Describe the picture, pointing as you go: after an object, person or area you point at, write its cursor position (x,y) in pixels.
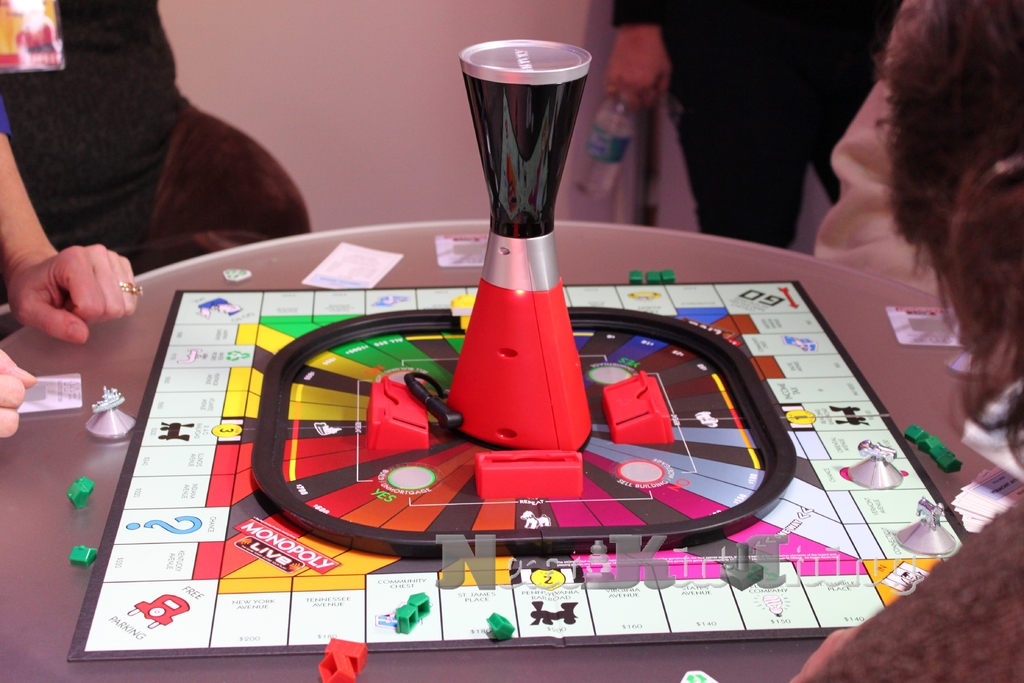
In this image, there is a table (269,279), on that table (425,237) there is a red and black color object (537,259) kept, there are some people (991,318) sitting, at the right side (728,64) there is a person (724,108) standing and holding a bottle (612,146), at the background (276,23) there is a white color wall (359,191).
